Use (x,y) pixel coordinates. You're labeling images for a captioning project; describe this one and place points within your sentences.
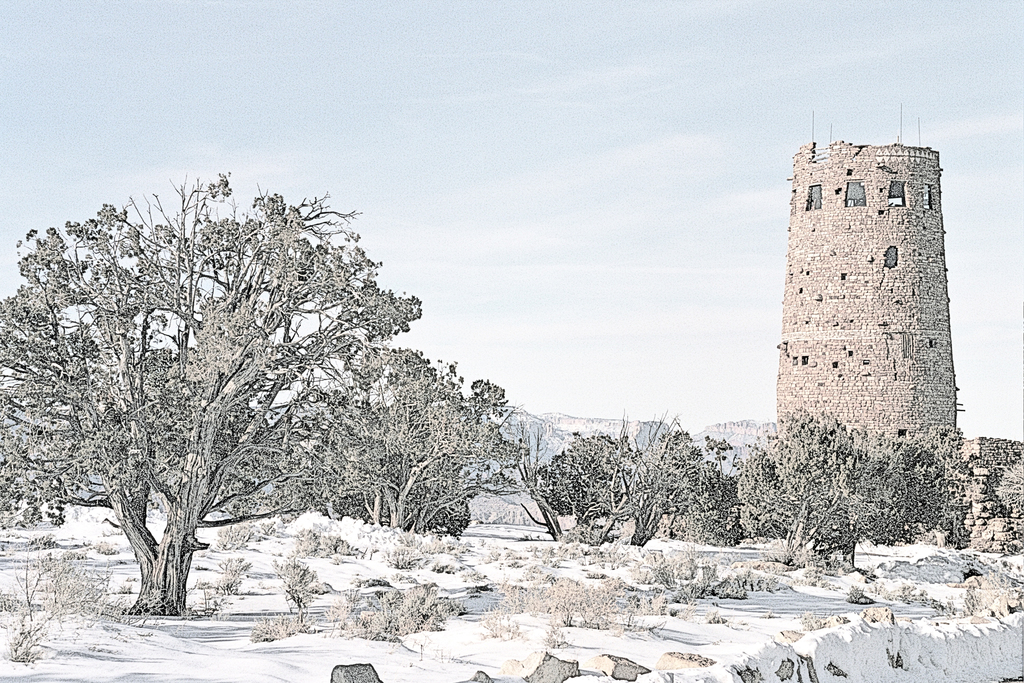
In this image there is a tower (835,284), trees (292,365), plants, the ground (655,589) covered with snow (590,657) and the sky (445,291).
